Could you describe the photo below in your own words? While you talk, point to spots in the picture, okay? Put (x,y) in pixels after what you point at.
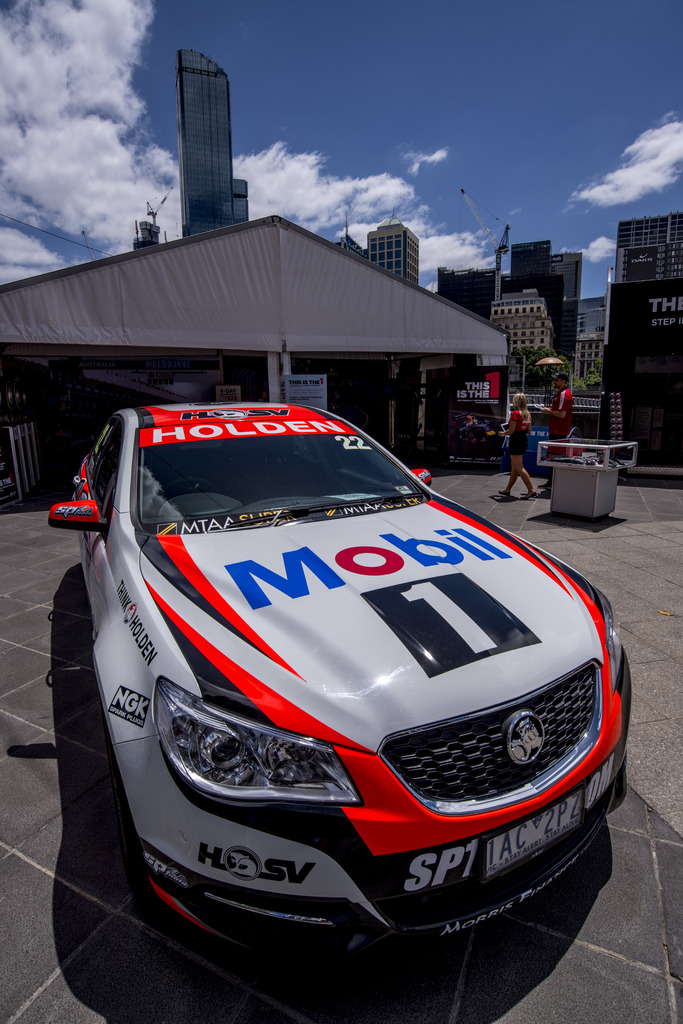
In the picture we can see a car (278,681) which is in different color, in the background of the picture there are two persons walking and there are some buildings (371,263) and cloudy sky (388,167).
